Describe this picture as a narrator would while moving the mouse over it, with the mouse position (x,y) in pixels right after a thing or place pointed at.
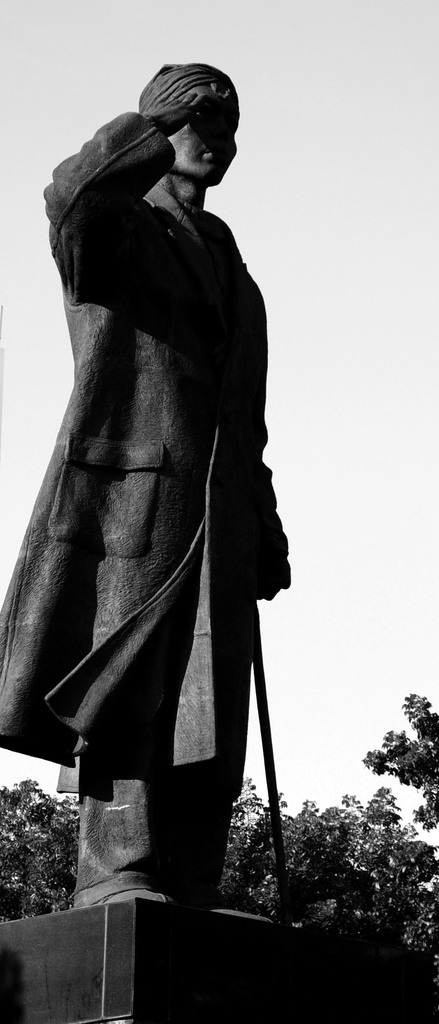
This is a black and white picture. In the background (366,396) we can see the sky (371,468), tree (418,864). In this picture we can see the statue (210,84) of a man (148,339) placed on a pedestal (183,966). It seems like a stick (291,920).
